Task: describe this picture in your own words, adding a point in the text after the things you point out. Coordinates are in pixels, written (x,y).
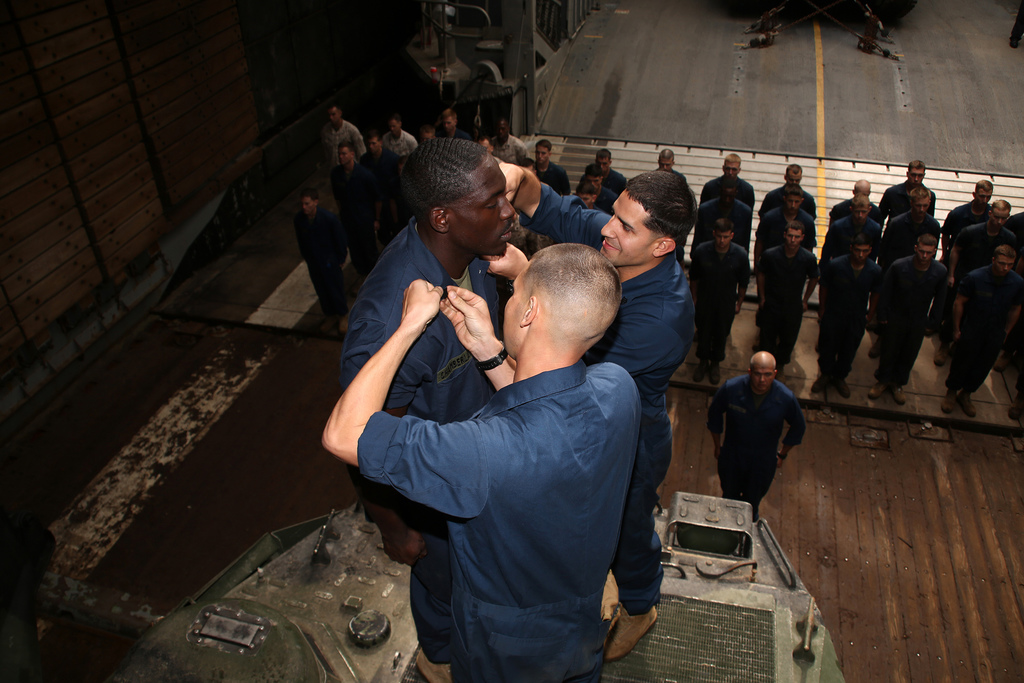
In the center of the image (556,260) we can see three men (473,666) are standing on a machine (213,674). In the background of the image (334,81) we can see the wood wall (205,137), floor (691,42), machine (491,116) and a group of people (963,277) are standing.
